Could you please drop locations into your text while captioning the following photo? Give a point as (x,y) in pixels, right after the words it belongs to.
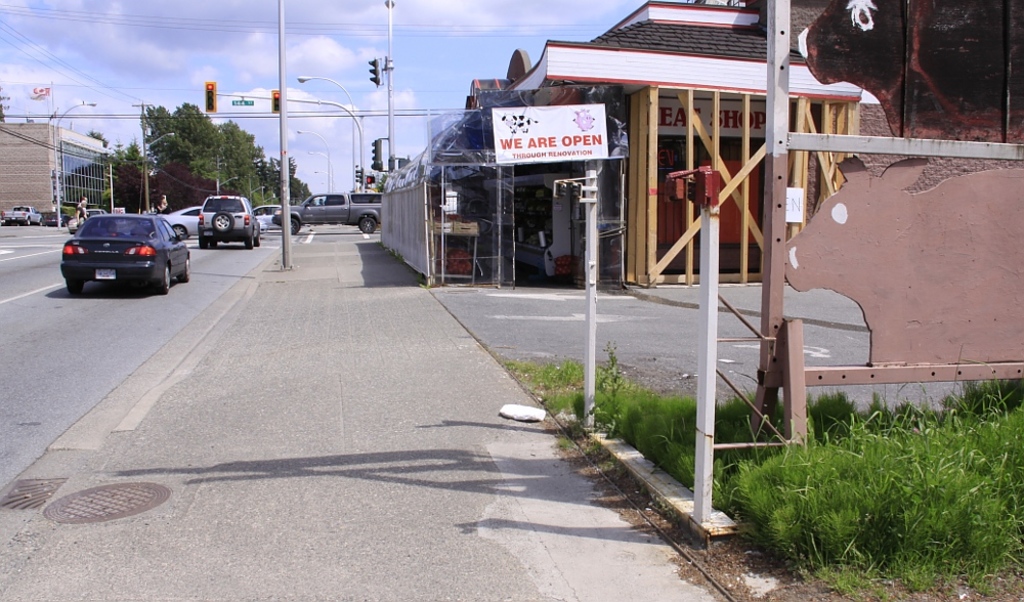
In this image there is a person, vehicles (130,222) on the road (29,308), buildings (102,175), signal lights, board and lights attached to the poles (345,109), and at the background (346,140) there are buildings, grass (607,430), trees (120,169), flag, sky (489,11).
